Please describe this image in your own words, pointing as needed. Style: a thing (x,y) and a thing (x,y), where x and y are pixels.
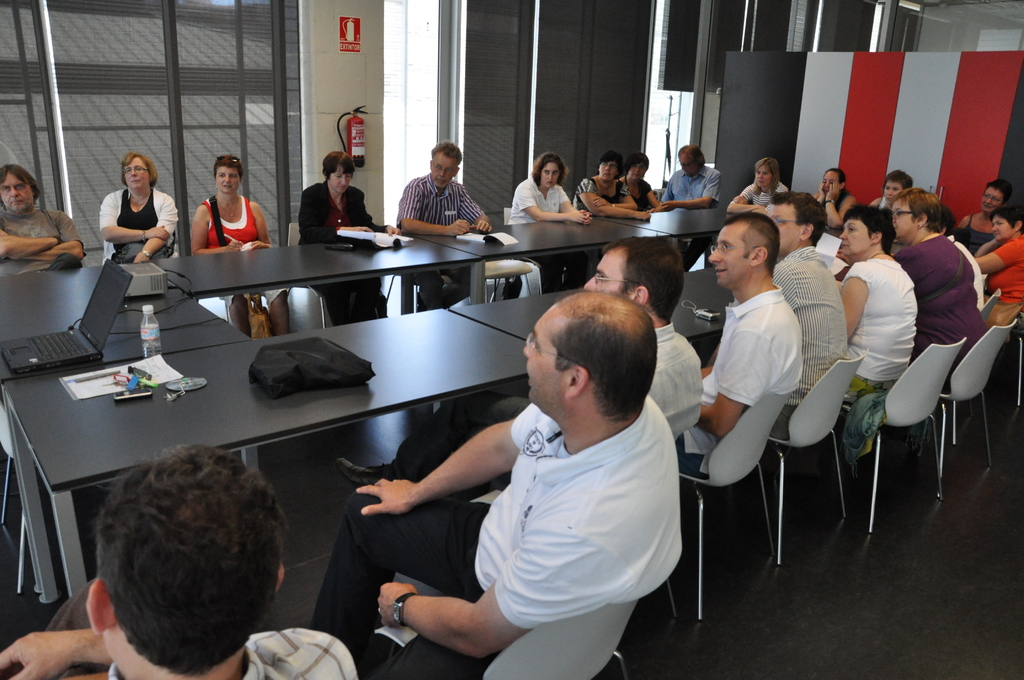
There are table (128,339). On the table (115,345) there are books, laptop (93,308), bottles (147,307), bag (269,356) and some other items (160,368). Many people (443,274) are sitting on chairs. In the back (322,85) there is a wall (313,54). On the wall (322,85) there is a name board (349,30) and fire extinguisher (354,121).
